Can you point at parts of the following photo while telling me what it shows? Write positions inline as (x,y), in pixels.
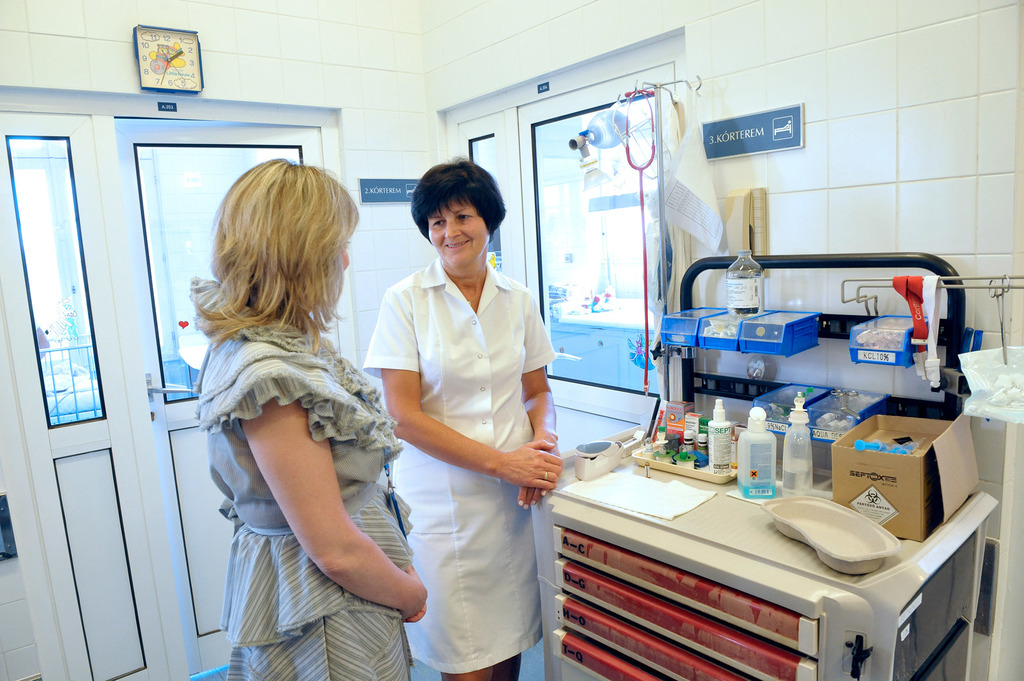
In this room (459,378) we can see two women (383,461) standing on the floor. On the right (848,479) there are bottles (765,461), plate boxes (782,350), carton box (891,484), medical items (707,334) and some other items (821,448) on an object (666,587). In the background (570,256) there are door (599,105), a clock (167,50) on the wall (446,93) and name boards (743,148) on the wall (302,9). Through the glass door (63,336) we can see beds (60,358) and cupboards (588,348).
